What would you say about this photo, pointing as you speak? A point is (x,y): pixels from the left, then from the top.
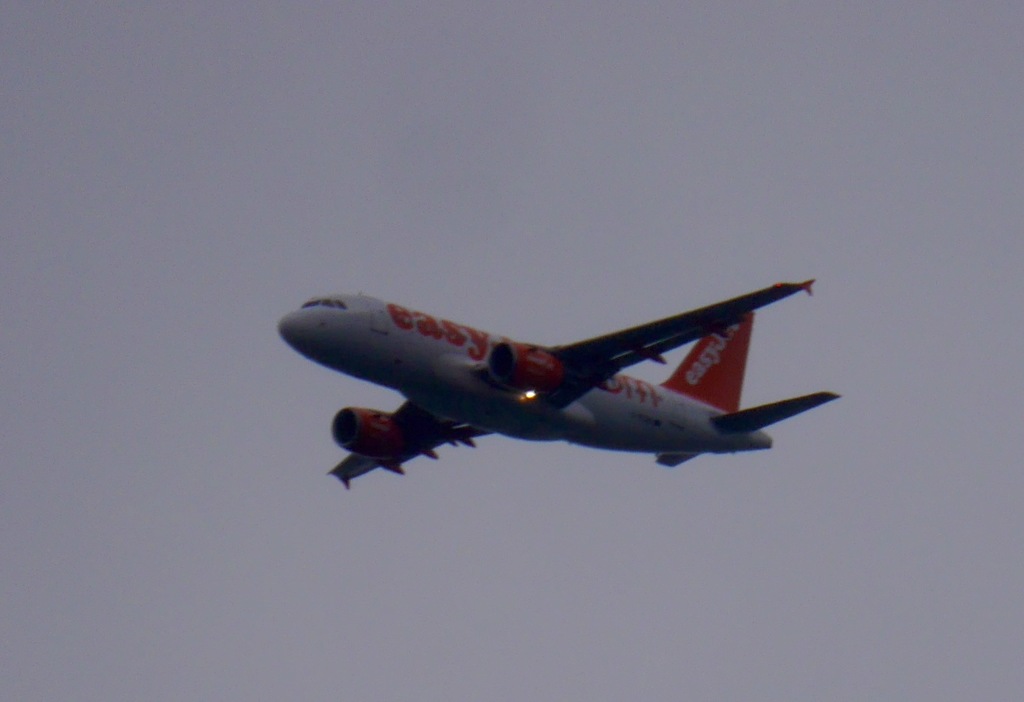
In the picture I can see an aeroplane (530,410) is flying in the air (182,550). In the background (247,243) I can see the sky (252,440).
